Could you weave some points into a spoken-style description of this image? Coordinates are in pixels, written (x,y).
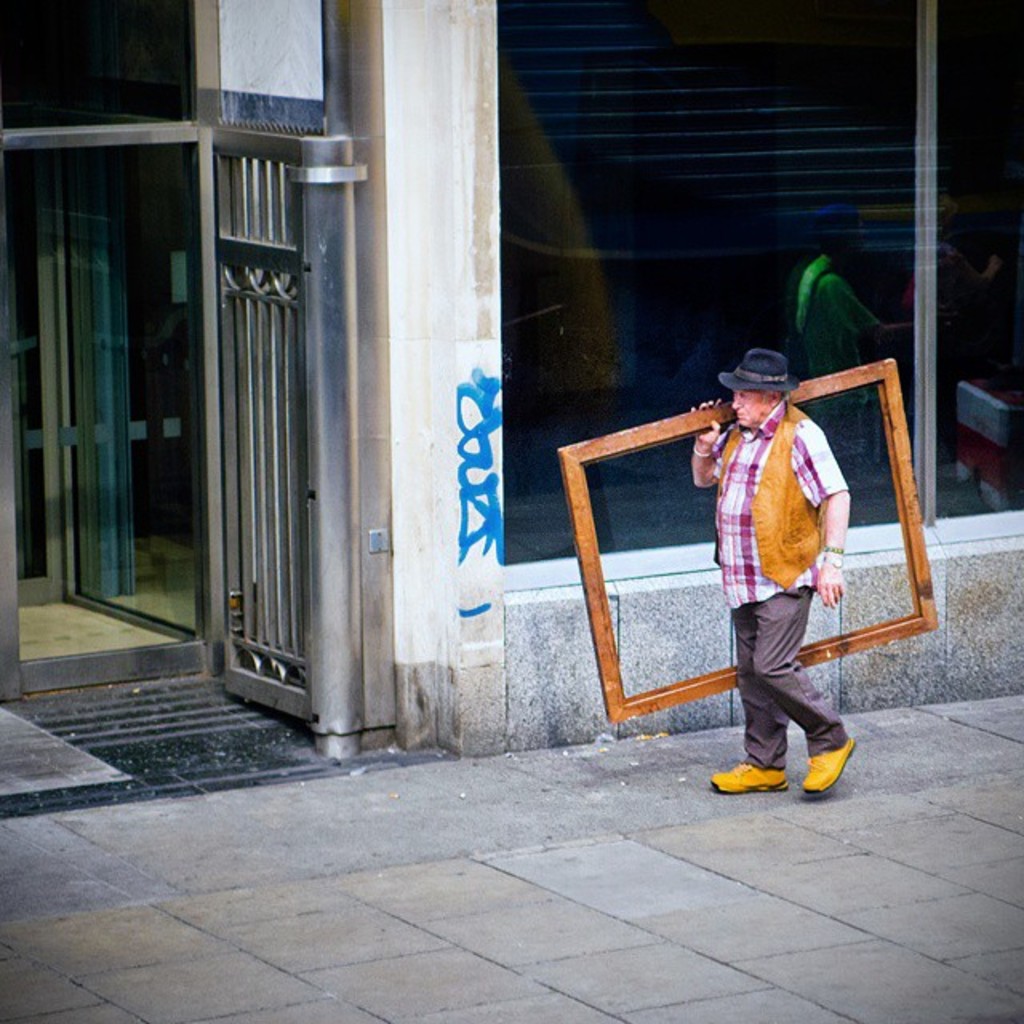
In this image there is a person (766,658) walking on the road (790,762) and he is holding a wooden structure (591,554), behind him there is a building (417,357), beside the building (358,413) there is a gate (220,558).
